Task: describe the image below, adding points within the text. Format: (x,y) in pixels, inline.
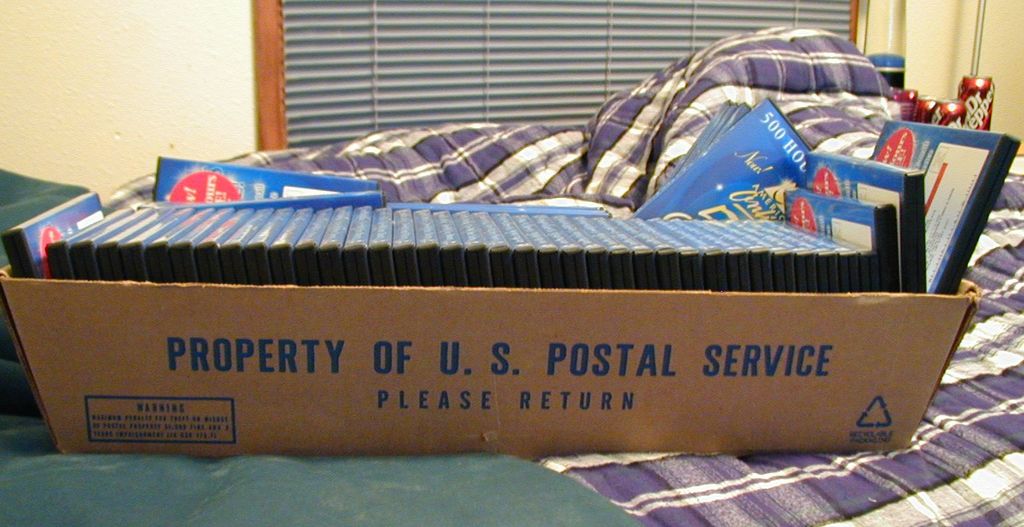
In this image we can see a cardboard carton (618,319) filled with discs (861,281) and placed on the cot (12,386). In the background (457,55) there are blinds (670,56), walls (241,137) and beverage tins (979,103).
